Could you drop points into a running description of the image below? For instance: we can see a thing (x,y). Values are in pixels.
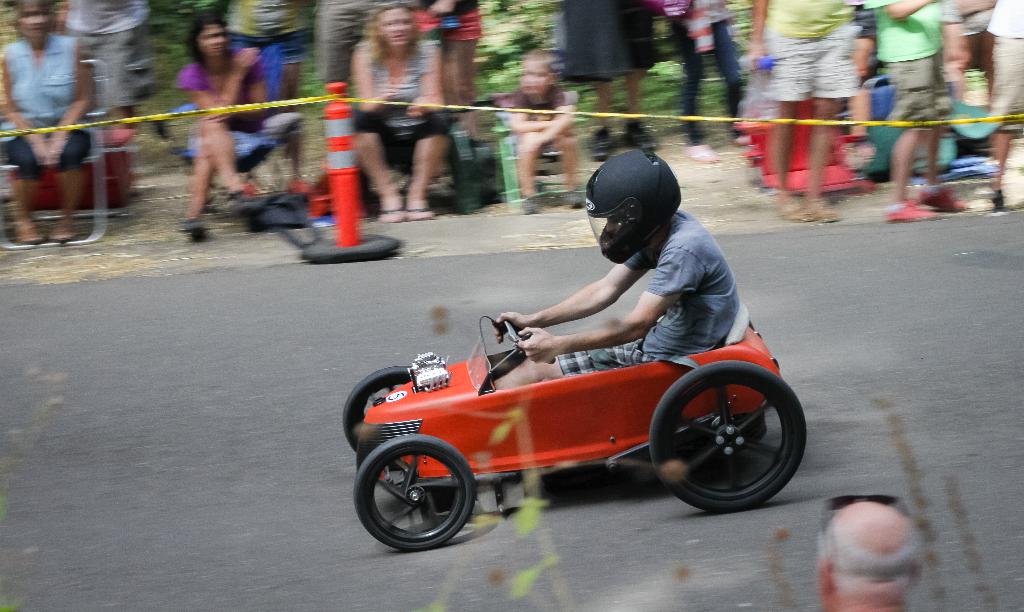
In this image I can see a person (683,311) driving a small red car (607,423). He is wearing a helmet (594,208). There is a rope fence (44,132) at the back (383,100) and people (296,77) are present behind it. There is a person (851,548) at the front (854,569).
